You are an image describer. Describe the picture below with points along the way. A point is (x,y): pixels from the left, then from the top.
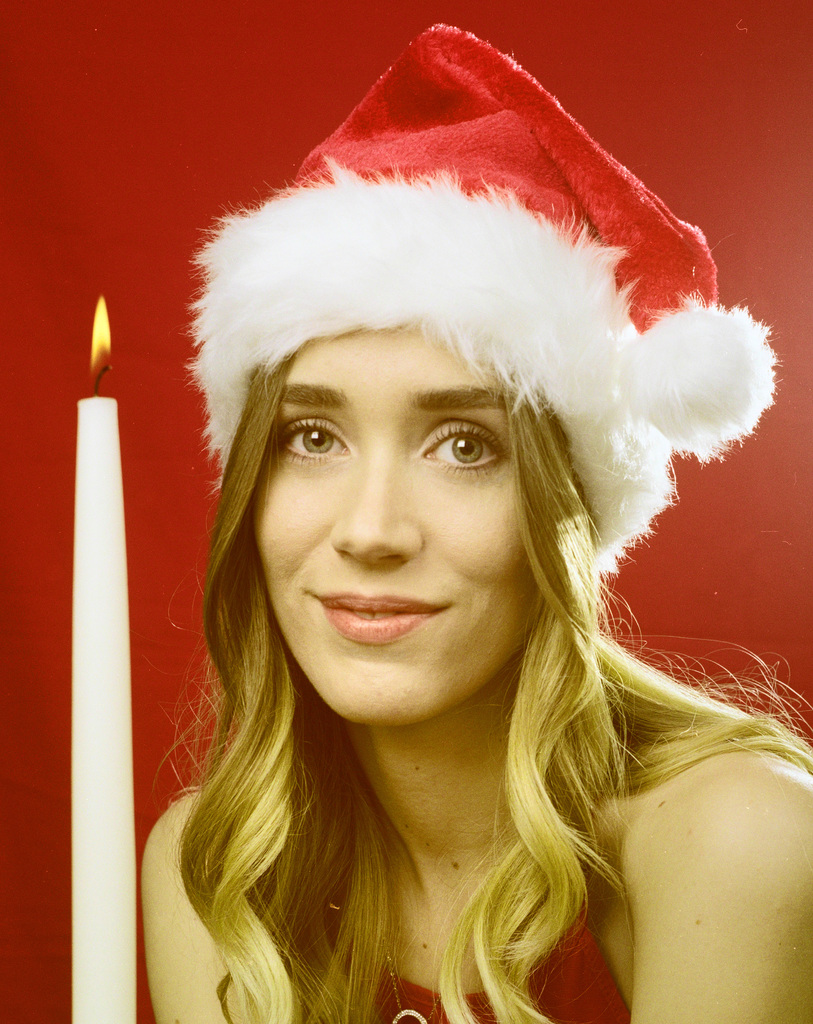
In this picture we can see a woman (533,923), she wore a cap (518,286), on the left side (113,641) there is a candle (133,843), we can see a red color background (270,80).
